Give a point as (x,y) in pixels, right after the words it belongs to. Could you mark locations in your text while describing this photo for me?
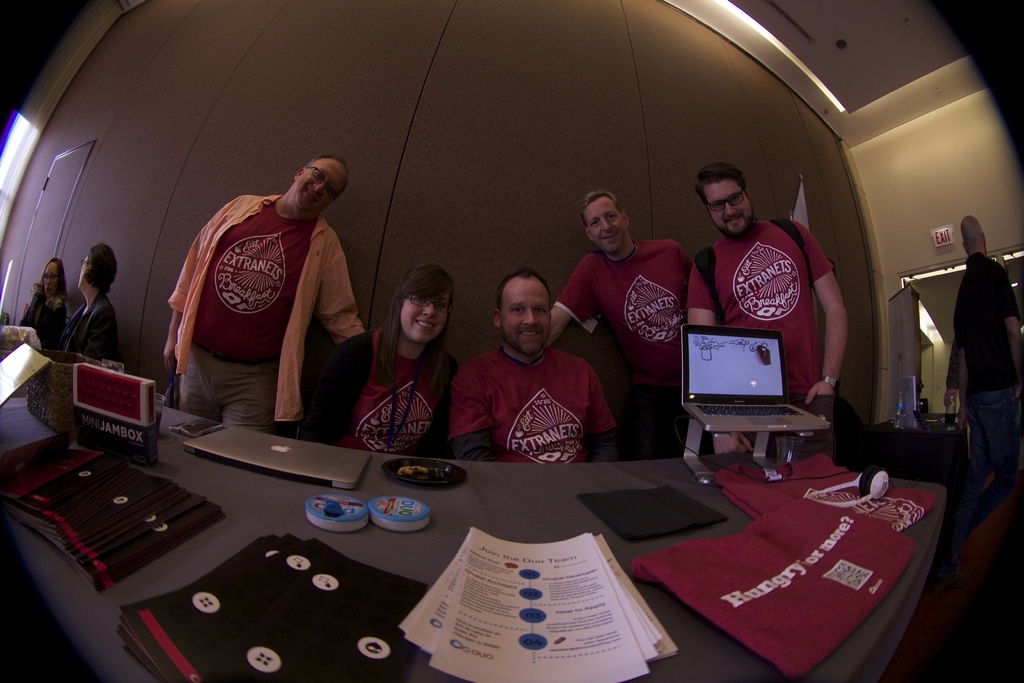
This is the picture of a room (865,339). In this image there are two persons (491,373) sitting and there are three persons (281,266) standing. There are laptops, mouse pads (609,505) and papers (607,578) and there is a headphone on the table (627,577). On the right side of the image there is a person (985,441) standing and there is a door (912,359) and there is a board (952,242) on the wall (935,206). At the top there are lights (760,32). On the left side of the image (91,270) there are two persons (109,268) sitting.
